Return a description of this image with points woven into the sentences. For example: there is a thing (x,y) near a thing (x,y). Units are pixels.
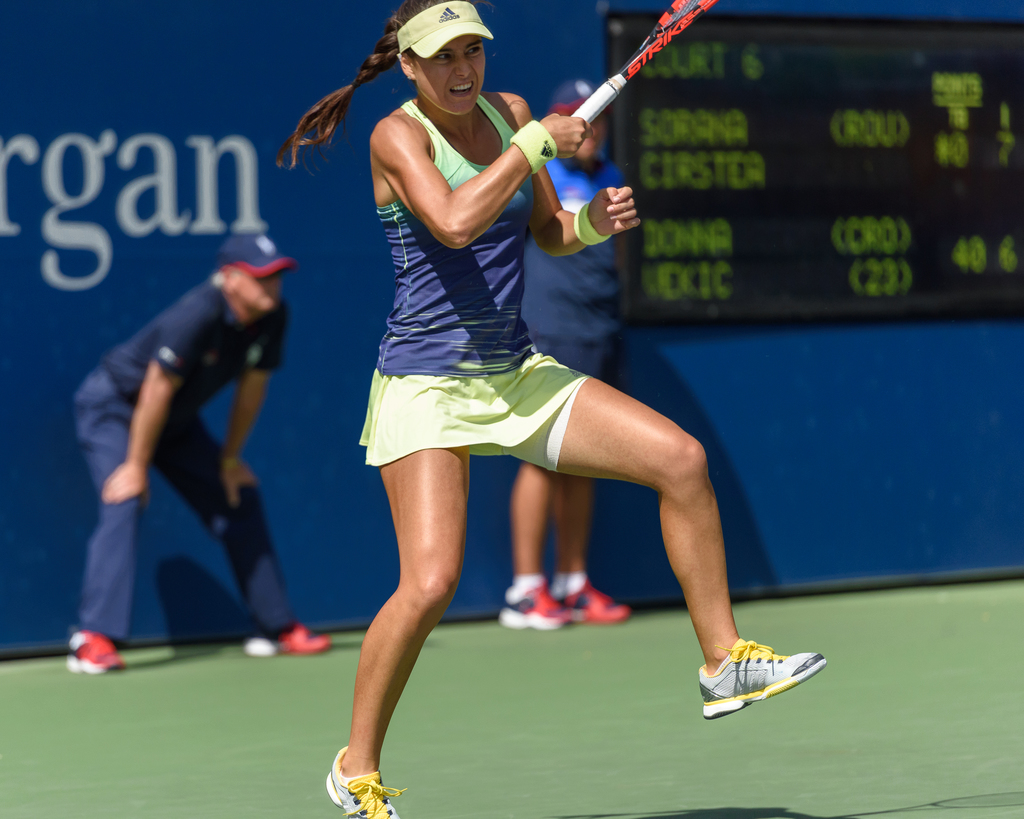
This is the picture taken in the outdoors. The woman (480,376) in blue and green t shirt (466,286) was holding a tennis racket (626,73) and jumping. Behind the woman (485,349) there are two other persons (191,444) are standing on the floor (200,690). Background of the people (442,327) is a banner (284,126) and a score board (763,191).
